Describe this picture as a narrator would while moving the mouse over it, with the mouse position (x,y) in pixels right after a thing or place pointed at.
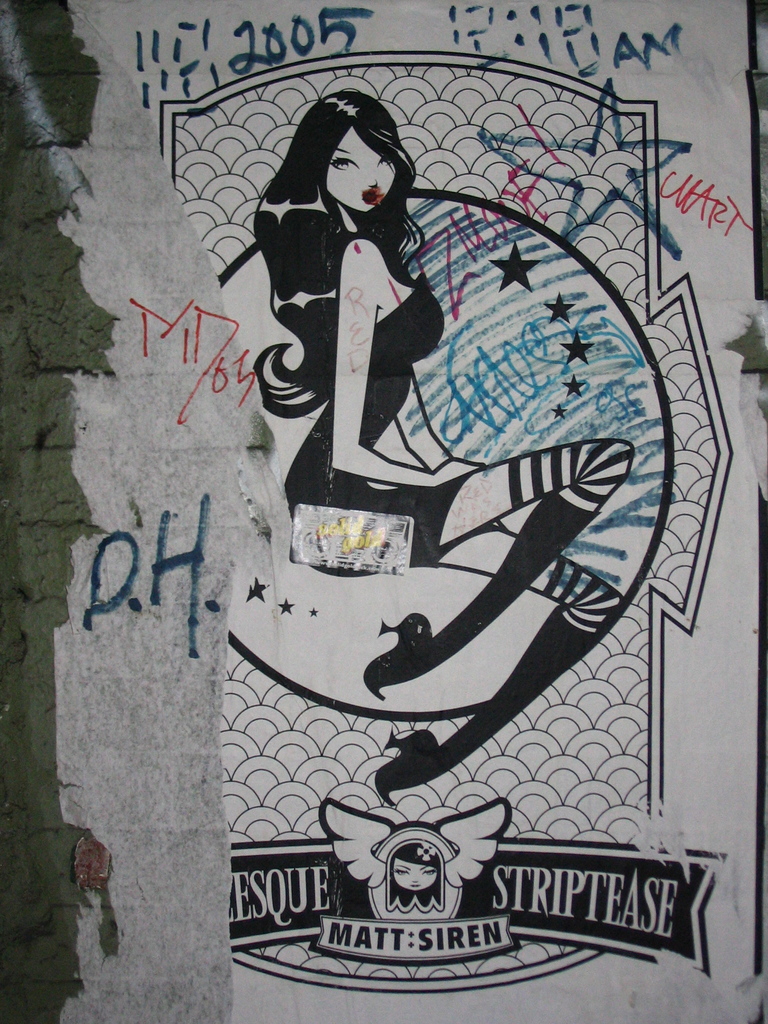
In this image I can see a sketch (435,333) of a woman (414,333) on a paper (403,485). I can also see something written on the paper (454,871). This is a black and white picture on a paper (504,424).
